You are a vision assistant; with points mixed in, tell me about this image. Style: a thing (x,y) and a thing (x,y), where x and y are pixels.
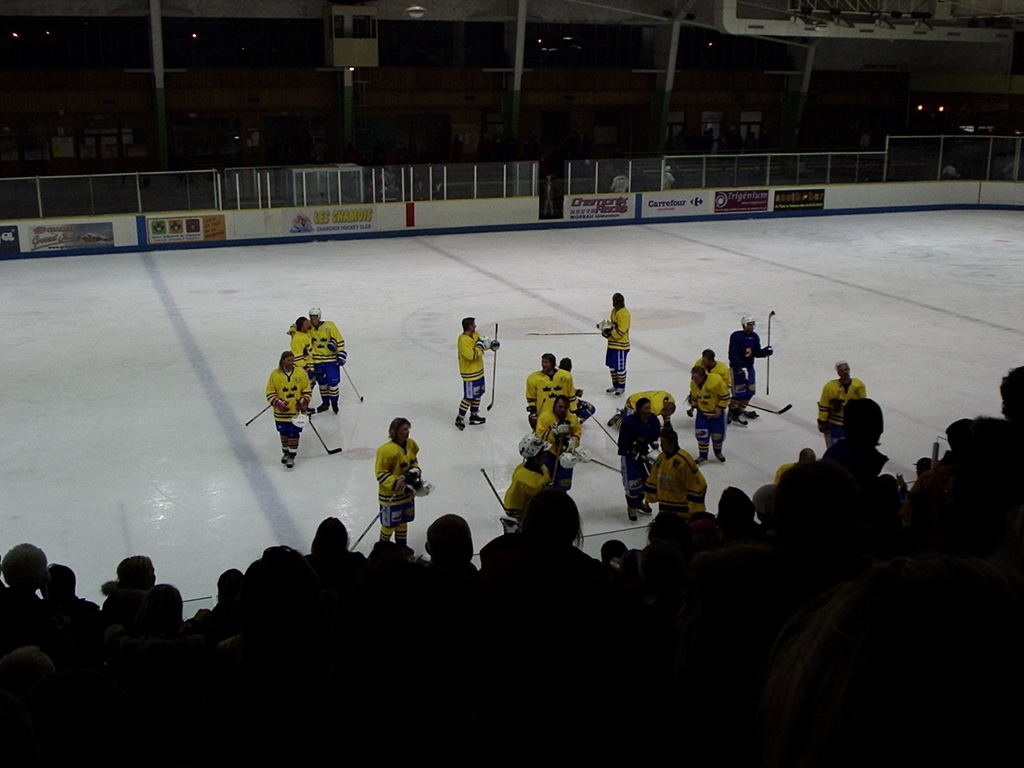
In this image I can see the group of people (483,348) are standing on the ice (276,438) and these people (273,394) are holding the sticks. In-front of these people (640,433) I can see many people (518,678). In the background (375,176) I can see the railing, many boards (493,210) and the lights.
